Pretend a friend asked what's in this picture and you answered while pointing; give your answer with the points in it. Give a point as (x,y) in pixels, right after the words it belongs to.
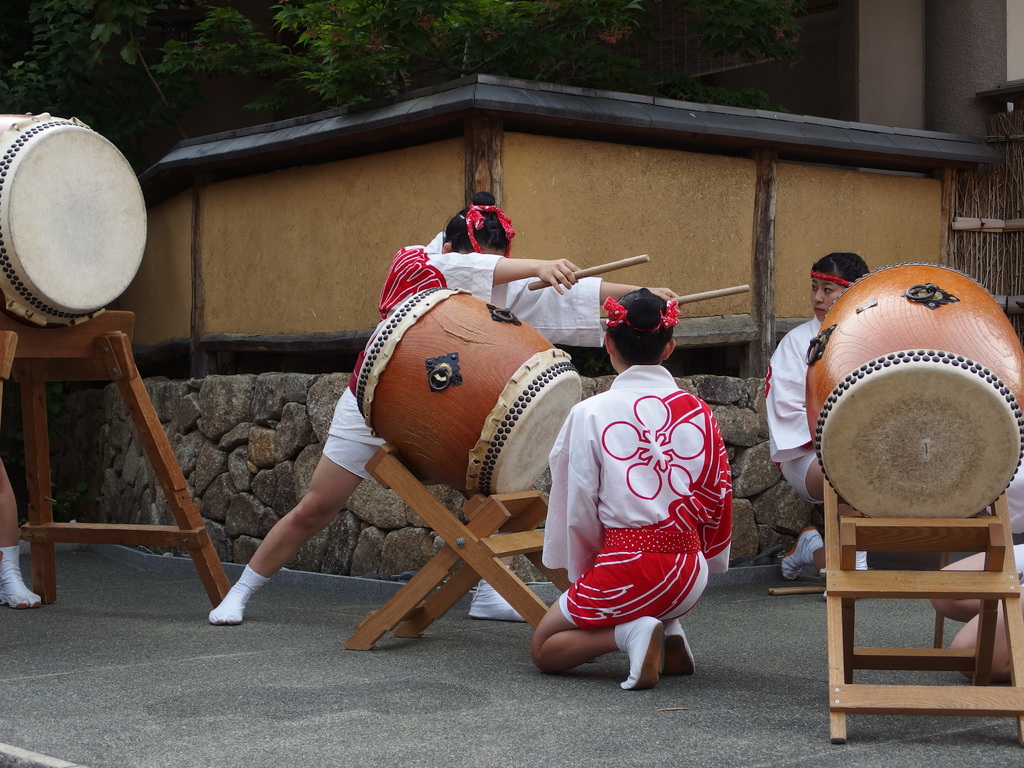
In this picture we can see three persons (809,449) where one person (388,313) is holding sticks (710,297) in her hand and giving a position and other two persons (769,401) are looking at her and here we can see drum (68,234) placed on stand (79,327) and in background (478,161) we can see wall (299,188), trees (450,45).
